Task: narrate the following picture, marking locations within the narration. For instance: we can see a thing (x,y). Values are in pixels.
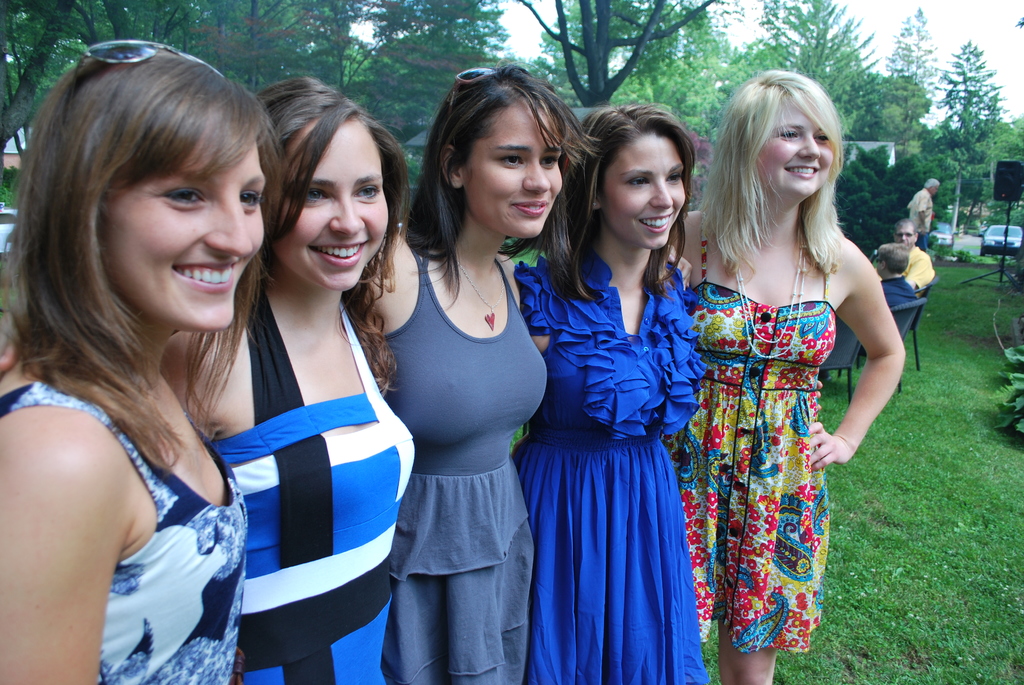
In this picture we can observe five women (529,391) standing. All of them were smiling. Some of them were wearing spectacles (467,77) on their heads (453,135). On the right side (915,302) there are two men (907,269) sitting in the chairs (907,312). We can observe some grass (911,511) on the ground (936,447). In the background (533,45) there are trees (611,43) and a sky (953,29).
